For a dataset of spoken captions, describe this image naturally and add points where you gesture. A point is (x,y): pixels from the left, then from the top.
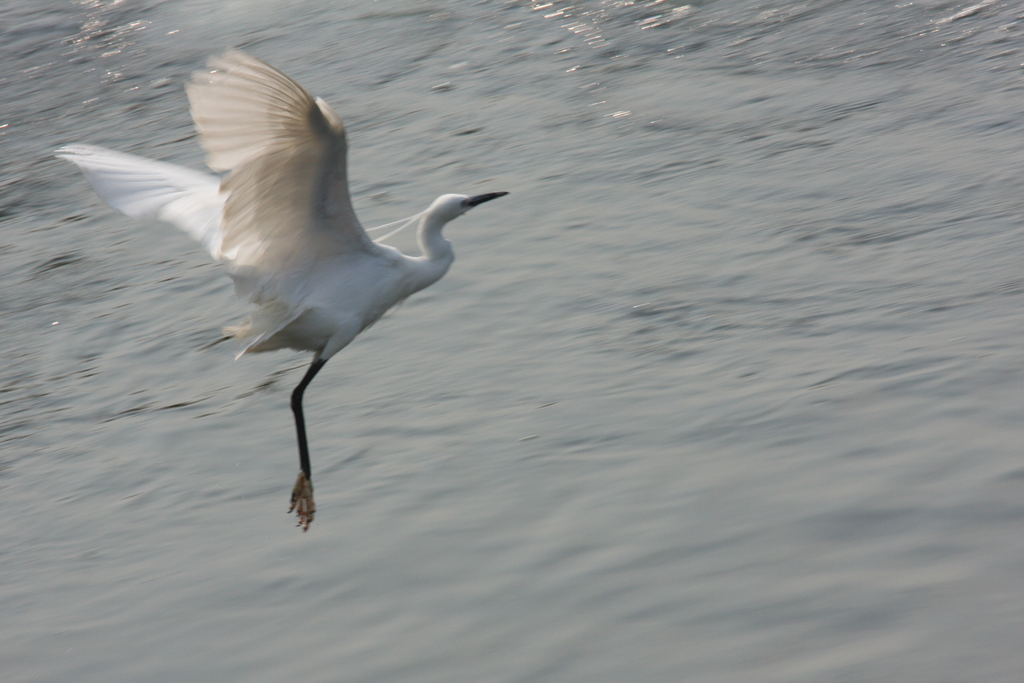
In this picture there is a bird (250,194) flying in the air and we can see water (648,192).
